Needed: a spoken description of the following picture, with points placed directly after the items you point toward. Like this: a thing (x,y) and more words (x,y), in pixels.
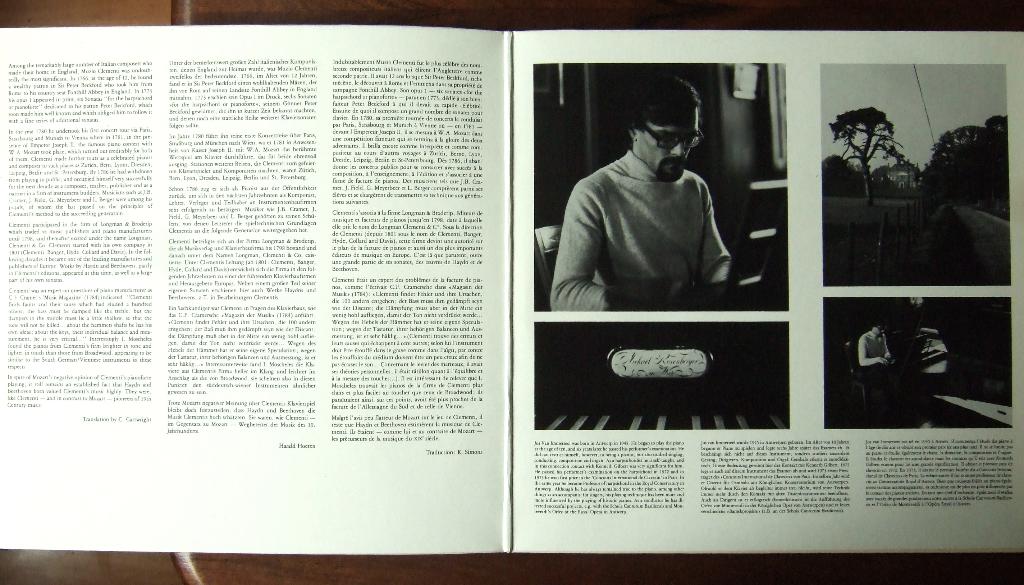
In this image there is a book (630,447) having pages (505,421). The book (428,188) is kept on a table (495,14). In the book (647,178) there are few images (634,281) and some text (434,441). Left side (72,351) there is some text (364,329). Right side (697,171) there is an image (673,205) of a person (655,152) wearing spectacles (655,139). Beside there is an image (918,251) having a road (956,225) and trees (940,162). Right bottom there is some text (761,510).
